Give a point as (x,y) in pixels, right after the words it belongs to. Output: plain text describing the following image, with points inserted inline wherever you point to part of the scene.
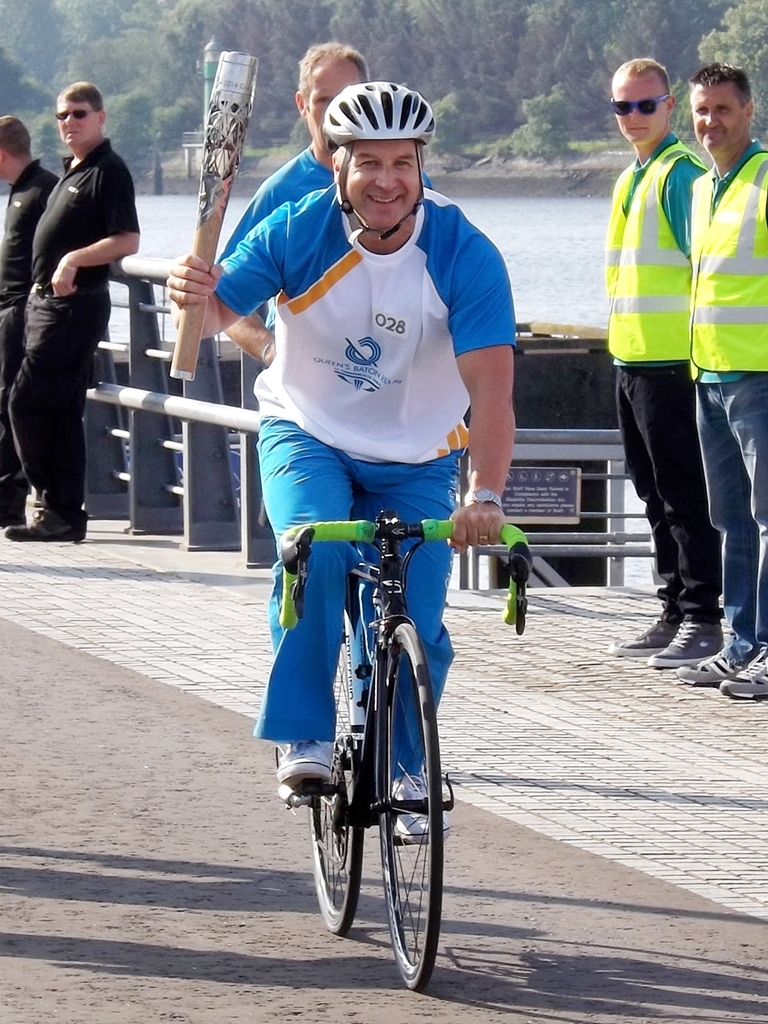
In this image there is a person (415,468) wearing blue color dress (269,382) riding bicycle (290,605) and holding something in his right hand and at the background of the image (134,187) there are persons (110,164) standing leaning on the fencing (119,350) and there are trees (513,80) and water (537,306).
